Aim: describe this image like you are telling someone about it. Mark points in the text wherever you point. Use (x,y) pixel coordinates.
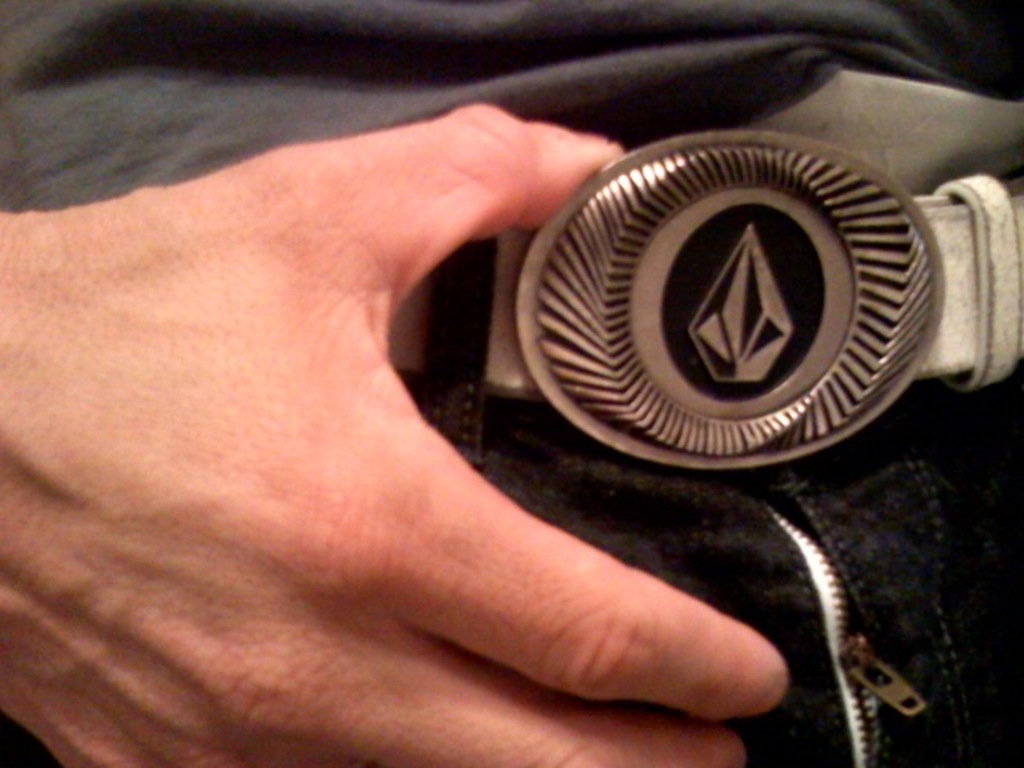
In this picture we can see a person hand (297,436) and the person (456,406) is holding a belt (802,315).
